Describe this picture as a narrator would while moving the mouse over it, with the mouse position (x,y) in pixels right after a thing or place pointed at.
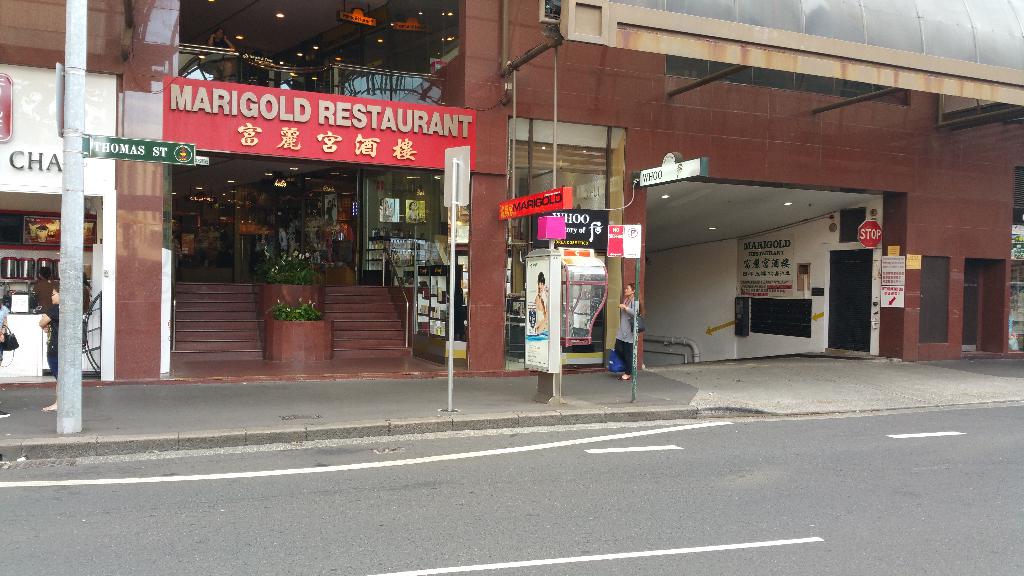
This picture is clicked in the city (590,366). At the bottom of the picture (541,447), we see the road (645,436). Beside that, we see the poles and the boards (155,152) in white, red and green color with some text (139,154) written on it. Beside that, the woman (630,287) in the grey top (620,315) is standing on the footpath (317,388). On the left side (54,358), we see two people (54,358) are standing. In front of them, we see a stall (38,122). Beside that, we see a buildings (124,224) and the staircase (255,284). We see the flower pots (324,331). In the middle of the picture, we see the red color board (295,140) with some text (287,139) written on it. On the right side (734,108), we see a building (734,108) in brown color and we see a stop board (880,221) and posters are pasted on the white wall (707,278).
